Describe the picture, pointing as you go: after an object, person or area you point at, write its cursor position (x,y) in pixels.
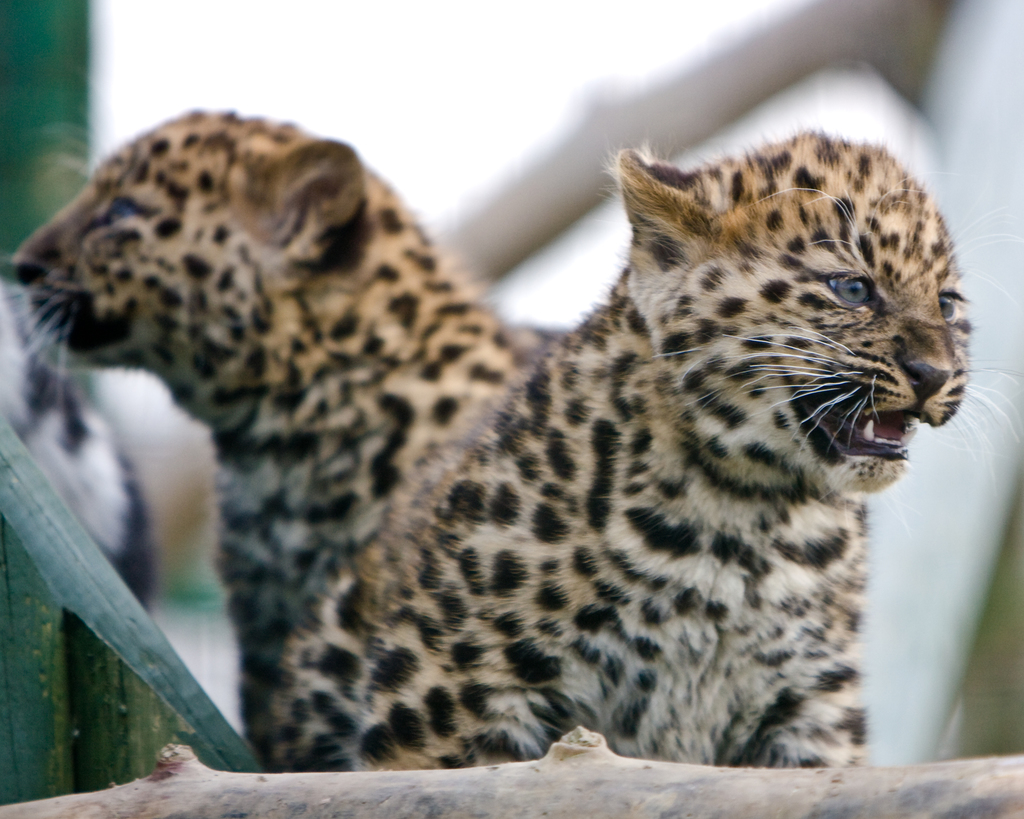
In this image I can see an animals (217,317) which are in black and brown color. In-front of these animals (493,716) I can see the branch (503,781). In the back (295,34) I can see the white color object (432,89) and it is blurry.
